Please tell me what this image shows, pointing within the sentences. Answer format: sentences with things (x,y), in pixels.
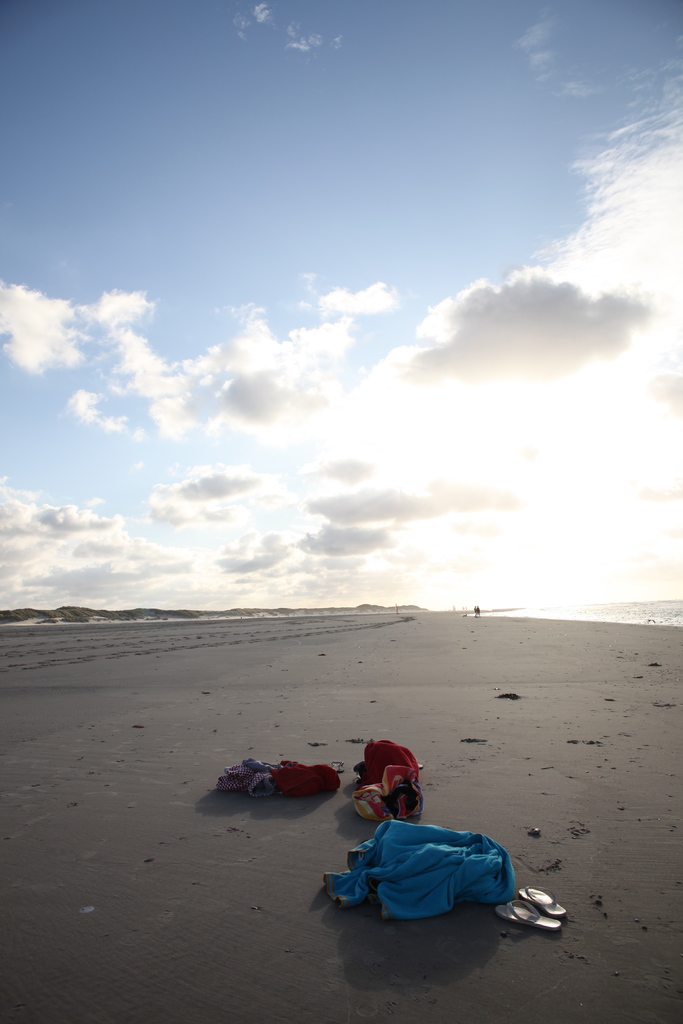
In this picture there are some clothes (440,892) on the seaside sand (566,893). Behind there is a sea water (534,614) and on the top (399,251) there is a cloudy sky (465,453).
